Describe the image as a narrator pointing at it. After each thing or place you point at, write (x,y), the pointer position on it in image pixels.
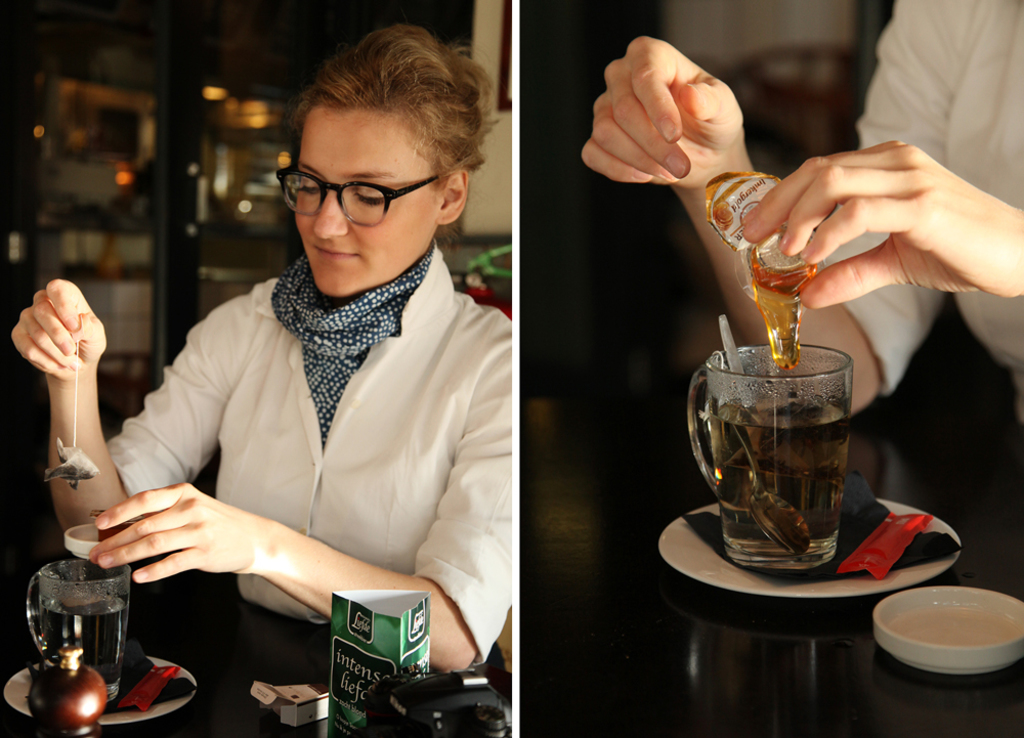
This is an edited image with the collage of images. On the right (932,59) we can see a person (927,218) holding an object (752,260) and seems to be pouring honey (793,343) in the cup (774,464) containing the liquid (794,420) and the spoon (766,500) and some object (741,449). In the foreground (616,694) we can see the tables (233,682) on the top of which platters (756,582) containing sachets (874,550), cups (786,402) of liquids (62,633) and some objects (95,681) are placed. On the left (287,303) we can see a woman (339,355) wearing a white color shirt (374,459), holding some objects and seems to be sitting. In the background (499,182) we can see the wall (498,129), cabinet like object (207,220) and some other items (509,277).
